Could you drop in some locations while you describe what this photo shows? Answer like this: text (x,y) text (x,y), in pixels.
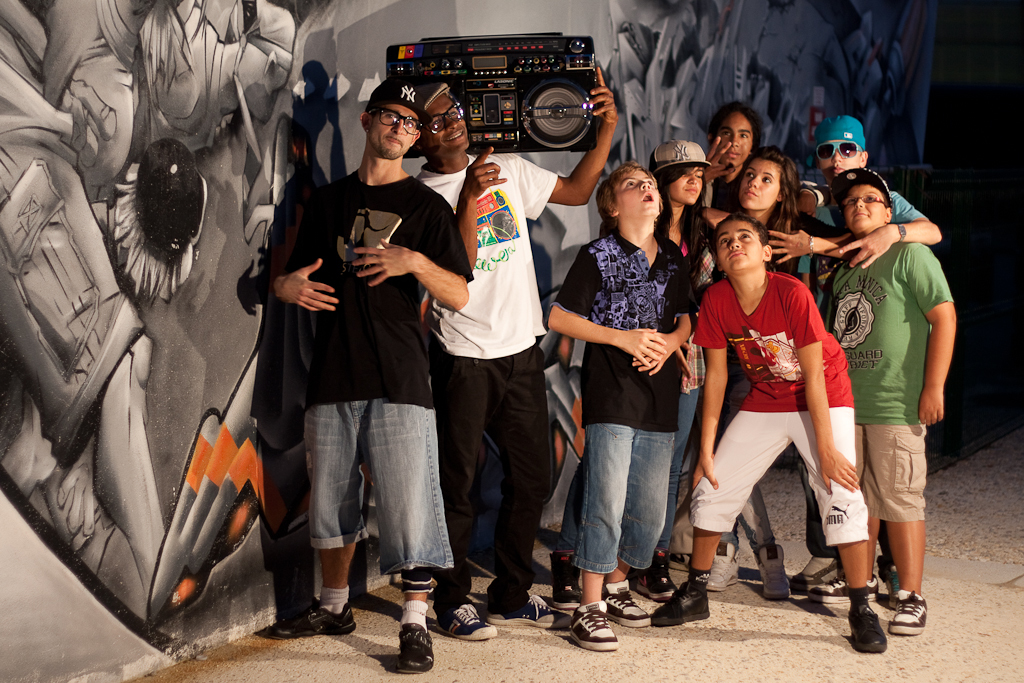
In this image we can see a group of people (806,393) standing on the ground (633,639). One person (532,279) is holding a device (546,137) with his hand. In the background (60,513), we can see some painting (170,176) on the wall (90,498).
